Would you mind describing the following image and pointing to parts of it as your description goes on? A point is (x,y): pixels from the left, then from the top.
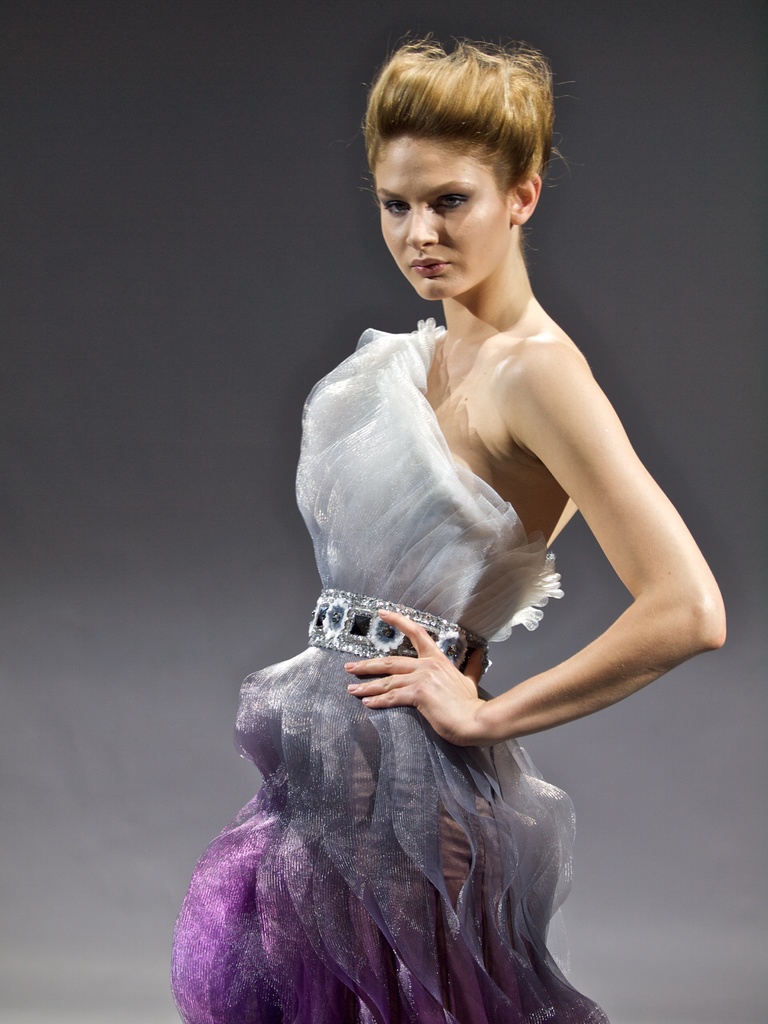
This image is taken indoors. In this image the background (188,79) is gray in color. In the middle of the image of woman (447,579) in standing.
